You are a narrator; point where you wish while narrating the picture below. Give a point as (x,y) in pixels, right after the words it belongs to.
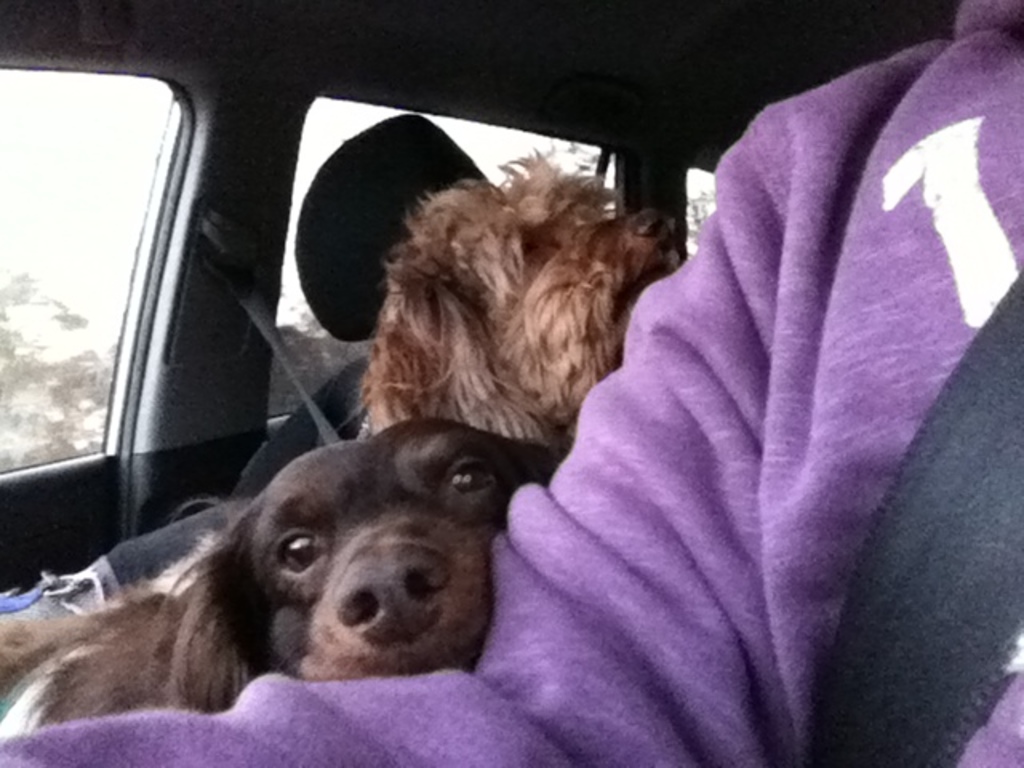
In this image there is a person (731,476) sitting inside the car (55,524) and he is wearing a seat belt (980,470). Beside him there are two dogs (425,434) sitting on the seat (336,401). There are glass windows (54,416) through which we can see the trees (8,378) and sky (31,223).
